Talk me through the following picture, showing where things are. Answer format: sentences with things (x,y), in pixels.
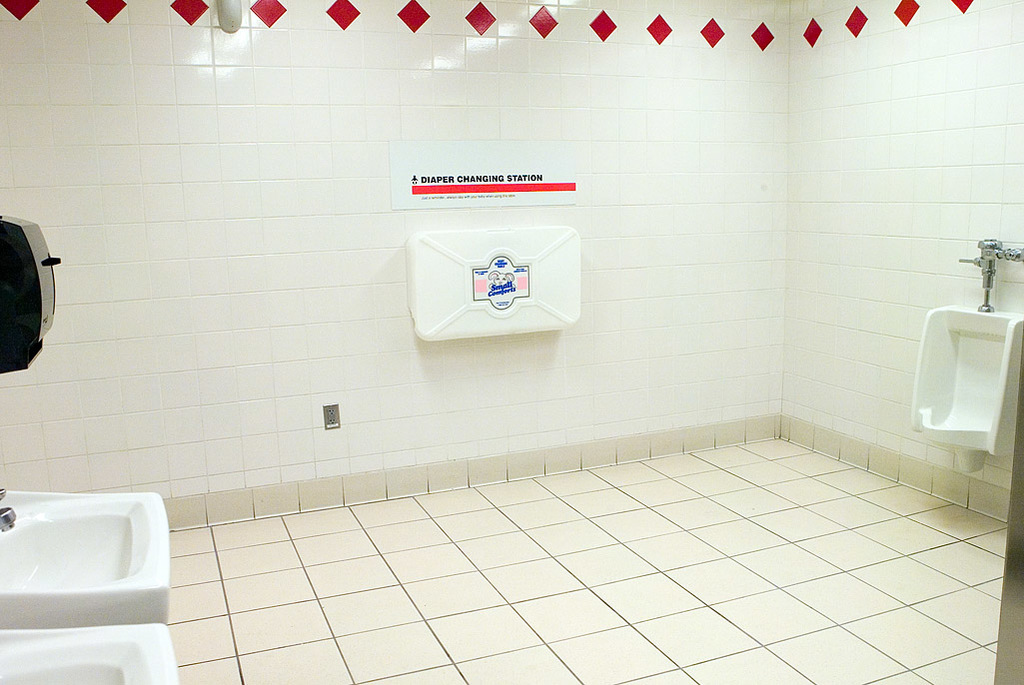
In the image it is a washroom (937,335), there are two sinks (37,612) in the foreground (62,562) and on the right side (941,364) there is a urinal (947,348), in the background (726,127) there are tiles (600,124) and in front of the tiles (566,334) there is a box (472,271).
